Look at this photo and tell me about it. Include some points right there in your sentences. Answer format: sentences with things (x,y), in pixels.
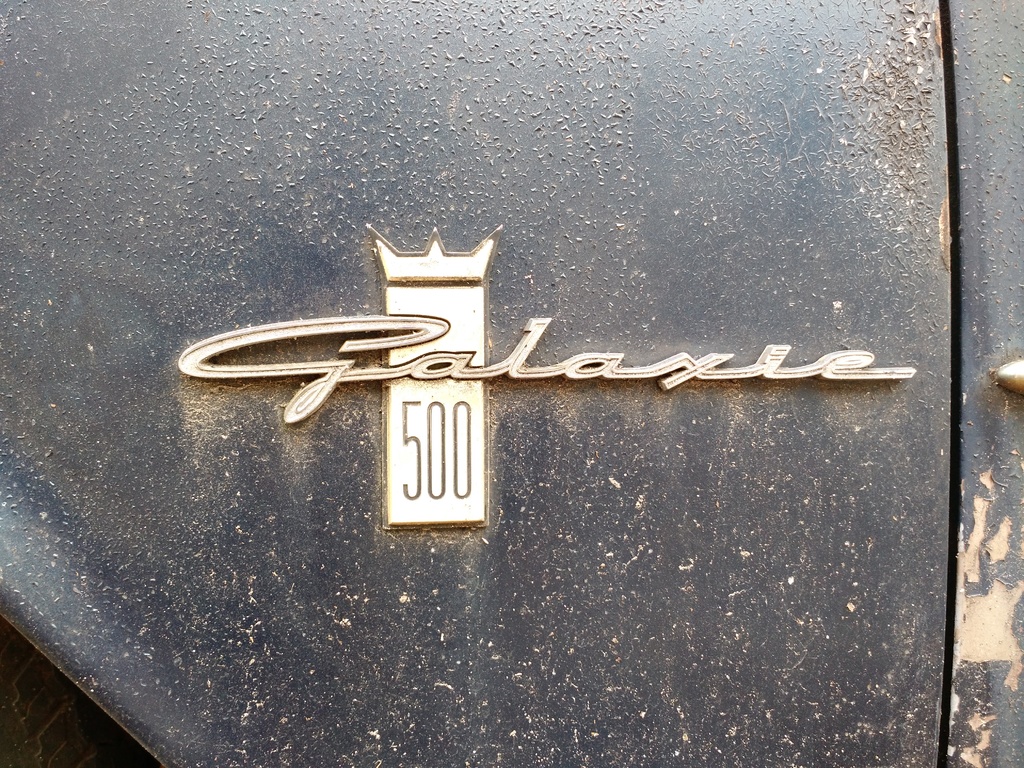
In the picture I can see a logo (464,374) on a black color surface (547,466).
